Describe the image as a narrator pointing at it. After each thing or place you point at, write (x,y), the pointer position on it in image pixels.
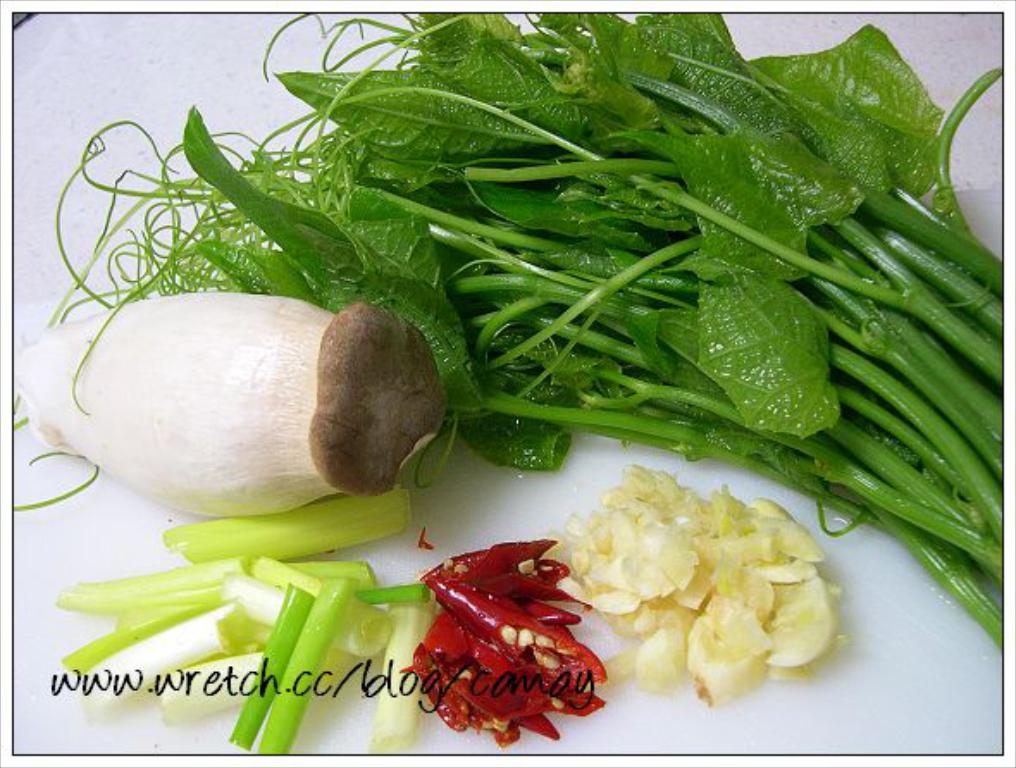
In this image, I can see a mushroom (318,360), chopped spring onions (252,544), leafy vegetable (563,451), chopped garlic (593,583) and red chilies (508,619). This looks like a whiteboard (438,505). I can see the watermark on the image.
